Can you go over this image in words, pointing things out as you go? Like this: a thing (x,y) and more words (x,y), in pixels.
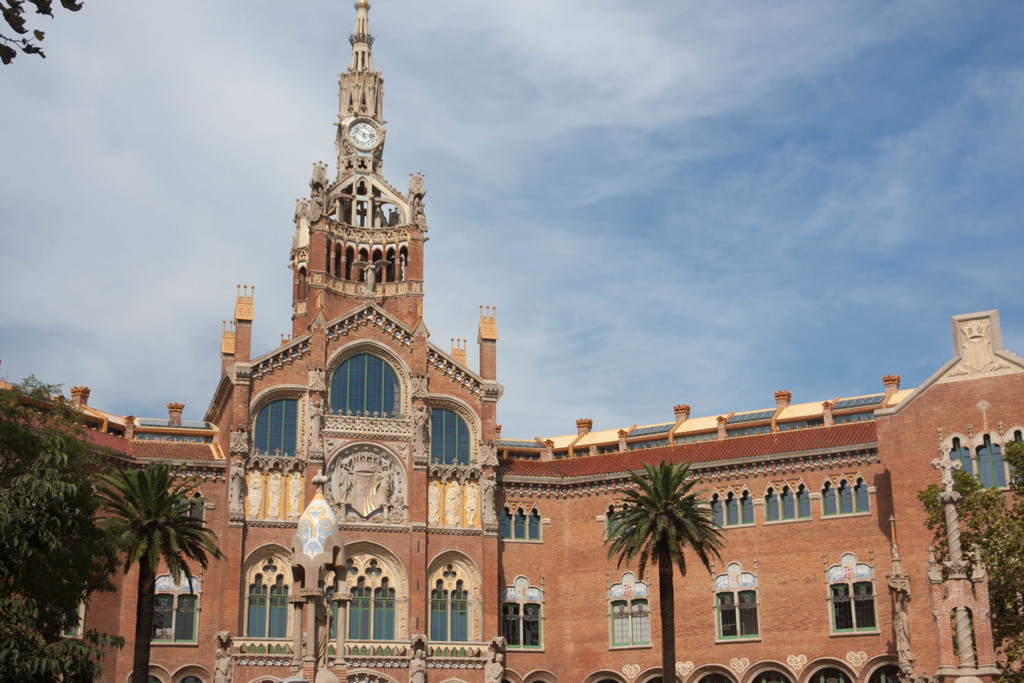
In this picture we can see trees (87,651) and a building (266,607) and in the background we can see the sky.
